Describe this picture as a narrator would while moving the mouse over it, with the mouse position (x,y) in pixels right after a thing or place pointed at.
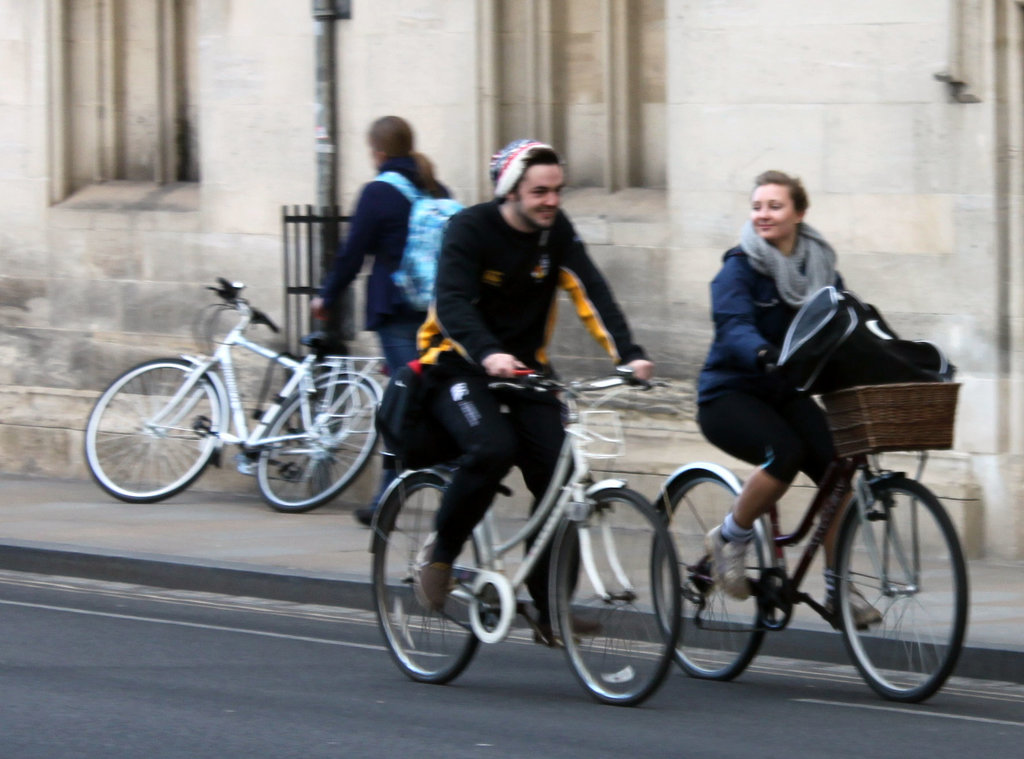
In this image there are 2 persons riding the bicycle (485,603) in the road (470,676) and at back ground (405,126) we have another person (403,298) near the bicycle (333,398), building (202,335) and a pole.
